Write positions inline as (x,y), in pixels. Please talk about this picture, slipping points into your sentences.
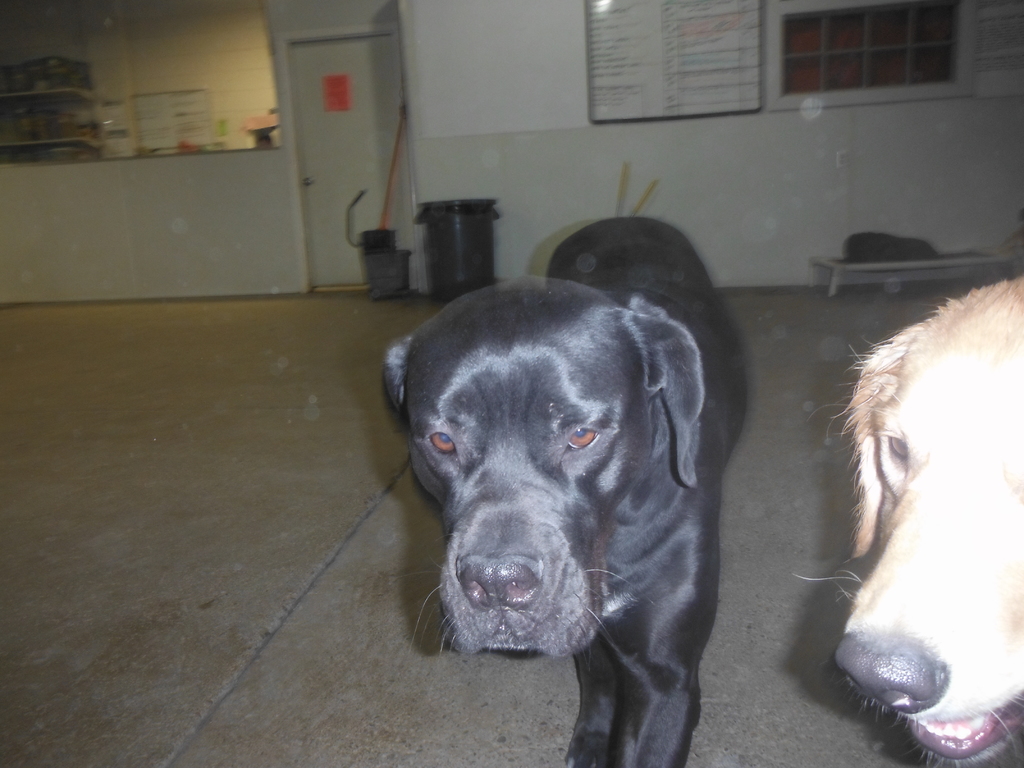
In this image we can see two dogs (898,590). In the back (496,56) there is a wall (156,223), door (364,131). On the wall (489,113) there is a board (606,66) with something written. Also there is a dustbin (459,221) and some other items (871,262).
